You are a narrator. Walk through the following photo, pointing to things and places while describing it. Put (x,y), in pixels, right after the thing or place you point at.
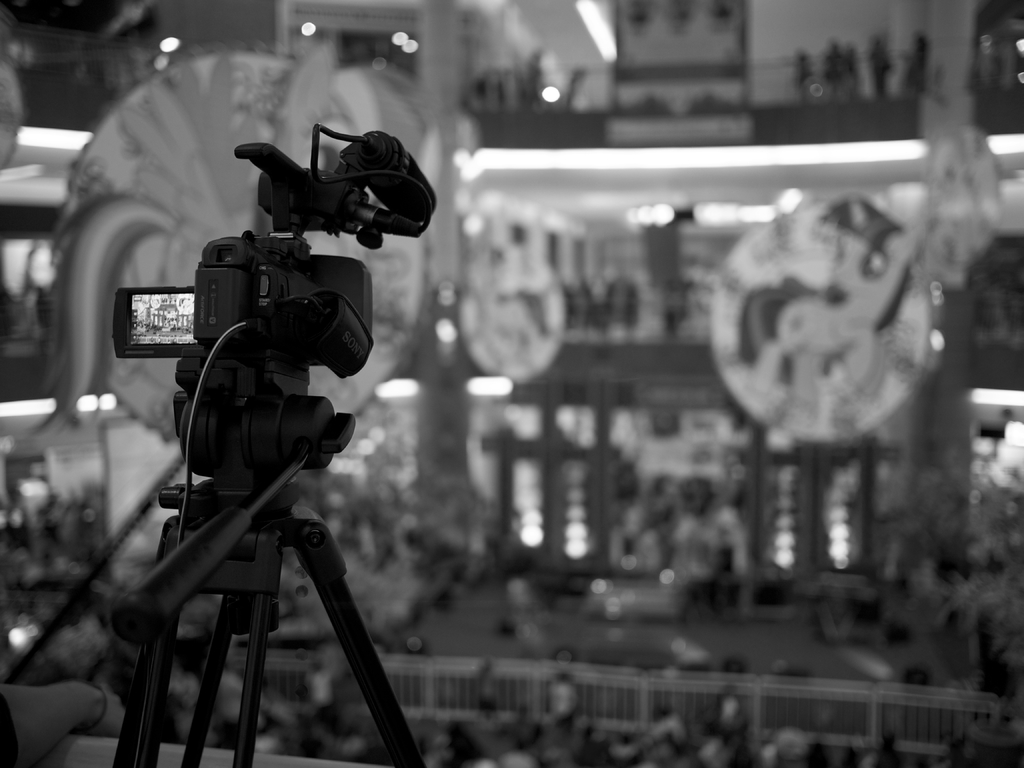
This is a black and white image. In this image there is a video camera (310,350) on a stand (209,650). In the background (554,136) it is blurred. We can see railings (643,675) and lights (662,209).
